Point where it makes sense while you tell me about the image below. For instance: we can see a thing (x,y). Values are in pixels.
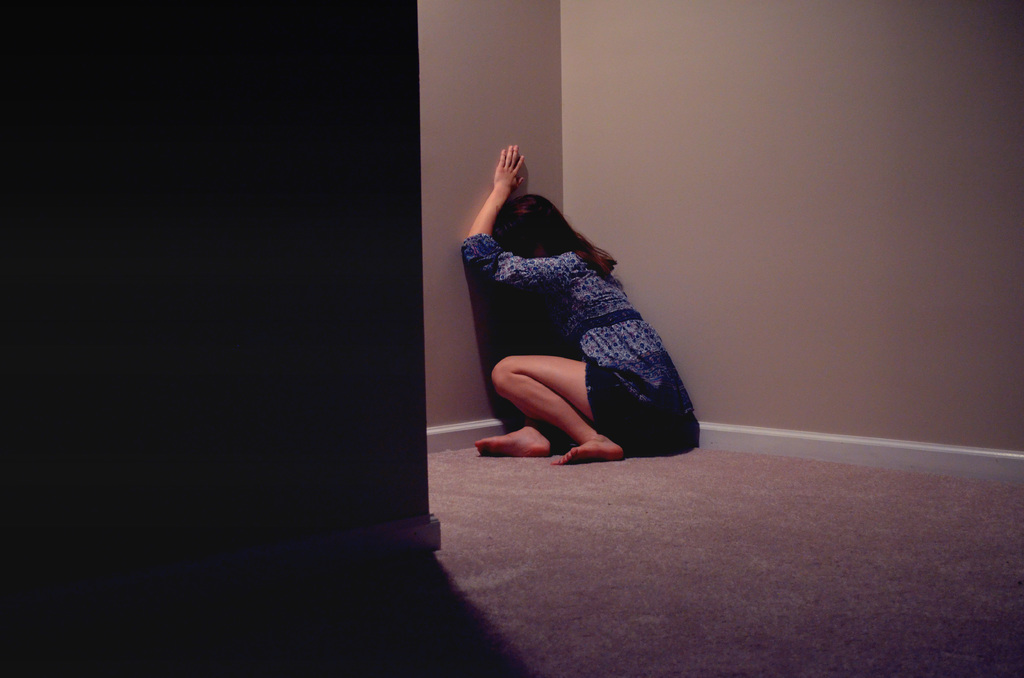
In this picture I can see a girl (577,439) sitting on the carpet (633,473), and in the background (648,148) there is a wall (664,152).
